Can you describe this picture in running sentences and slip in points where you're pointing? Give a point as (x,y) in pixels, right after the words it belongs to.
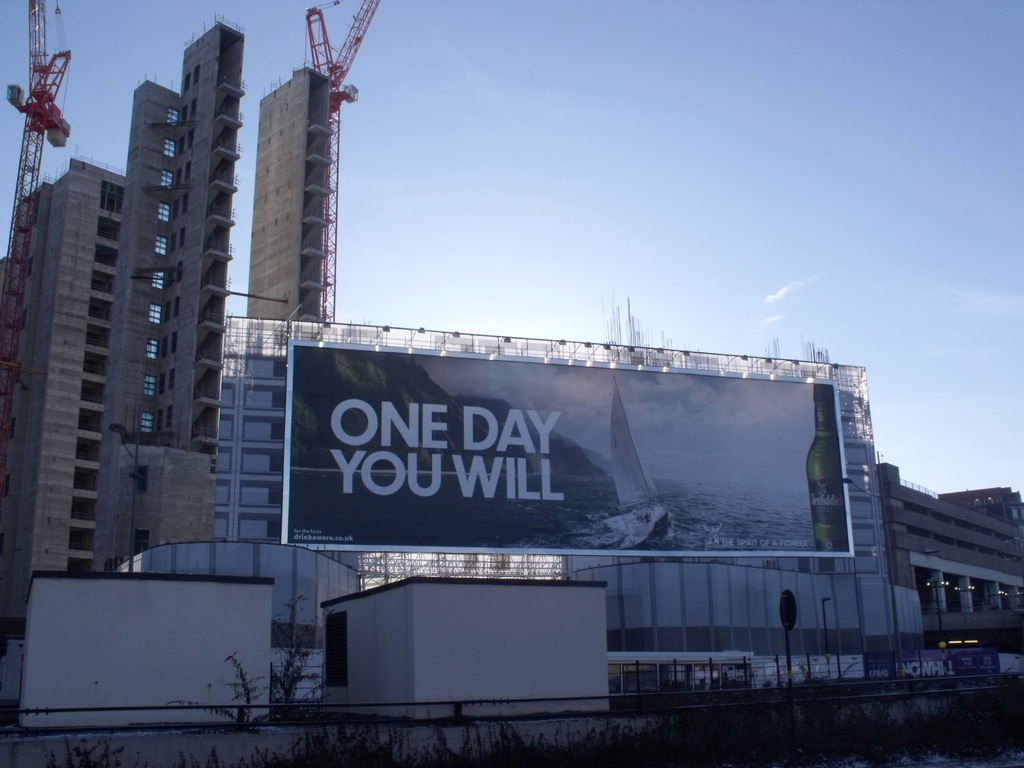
In this image I can see there are buildings (309,205) and a fence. And there is a banner (592,459) with text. And there are grass (766,729) and rooms (528,664). And there is a tree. And there is a pole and a wall (779,741). And at the top (755,171) there is a sky (684,190).
